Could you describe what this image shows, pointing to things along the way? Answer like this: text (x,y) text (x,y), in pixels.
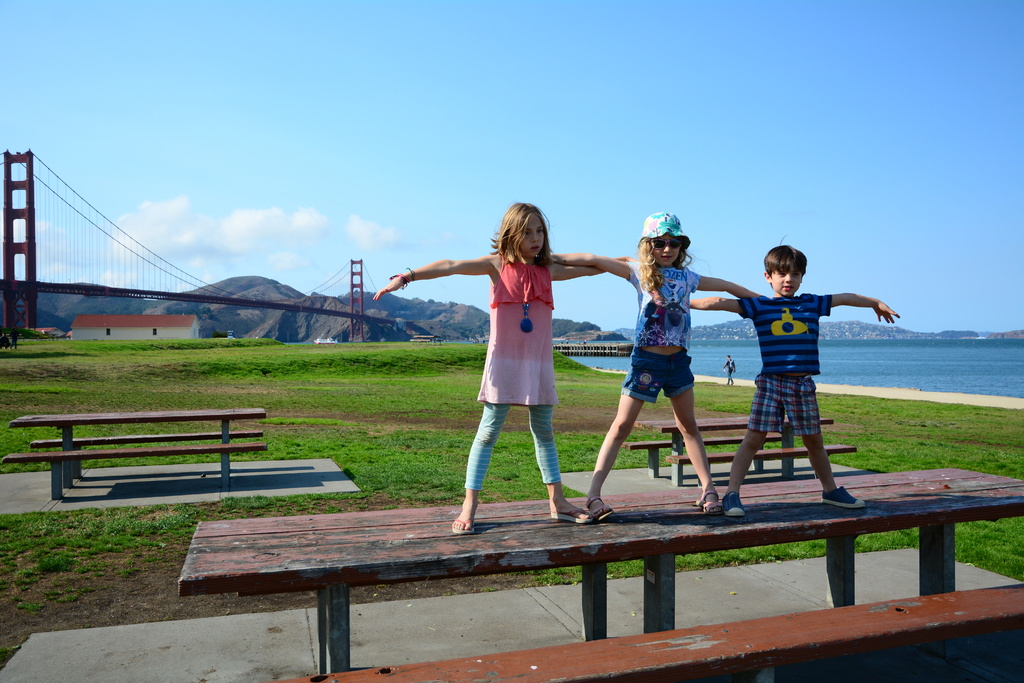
This picture is clicked outside. In the center (514,369) we can see the children (835,295) standing on the table (638,499). In the foreground (579,659) we can see the benches (674,659) and the tables (906,477) and we can see the green grass (427,400), water body (821,370), bridge (203,294), ropes (165,268), houses (176,324) and some other items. In the background (731,360) we can see a person (731,383) walking on the ground (745,391) and we can see the sky (243,157), hills (263,297) and some other items (424,340).
